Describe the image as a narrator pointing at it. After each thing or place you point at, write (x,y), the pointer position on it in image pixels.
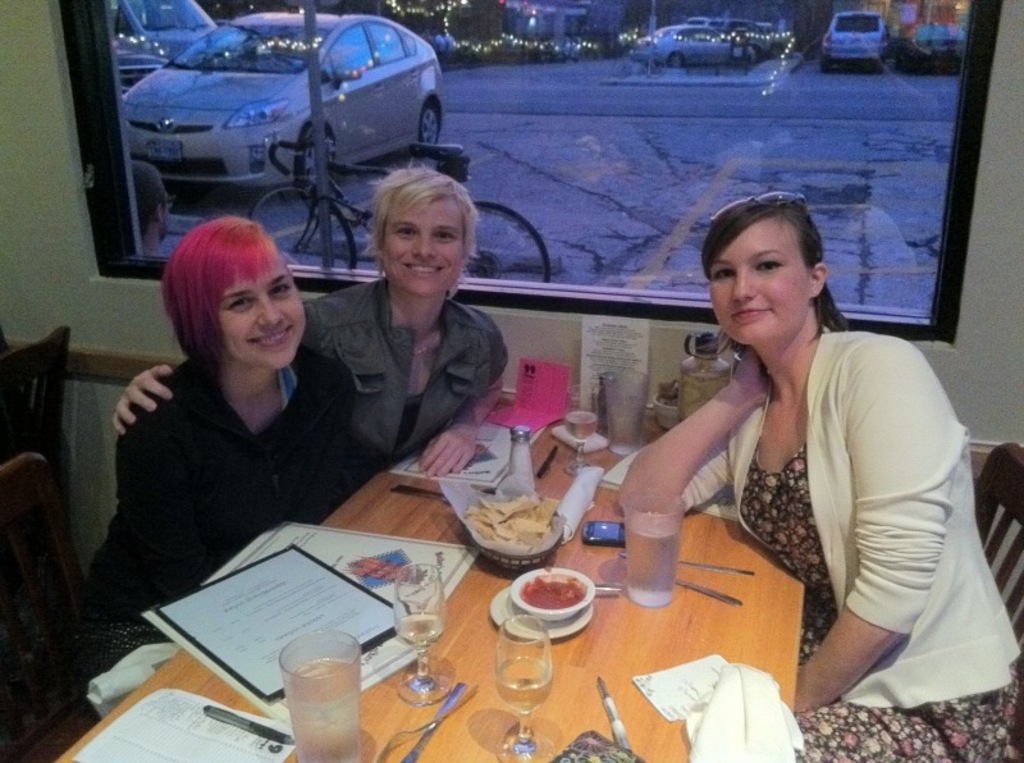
In the center (357,456) we can see three persons (441,358) were sitting on the chair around the table (607,576), on table (619,562) we can see food items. And coming to background (509,87) we can see glass (686,9), vehicles (329,63), light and road (742,156).
